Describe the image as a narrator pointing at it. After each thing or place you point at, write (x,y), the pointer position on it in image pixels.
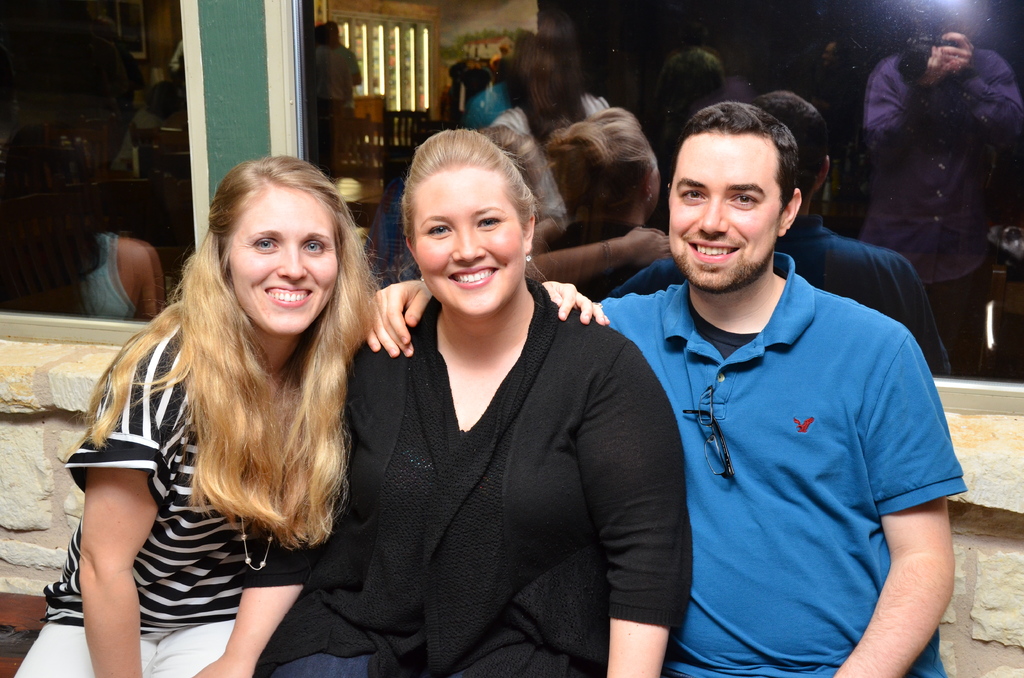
In this picture we can see two women (553,479) sitting in the front (442,551), smiling and giving a pose to the camera. Beside there is a man (813,467) wearing blue t-shirt (805,535) and smiling. Behind there is a black color glass (899,45) and we can see some persons reflections (350,80).
